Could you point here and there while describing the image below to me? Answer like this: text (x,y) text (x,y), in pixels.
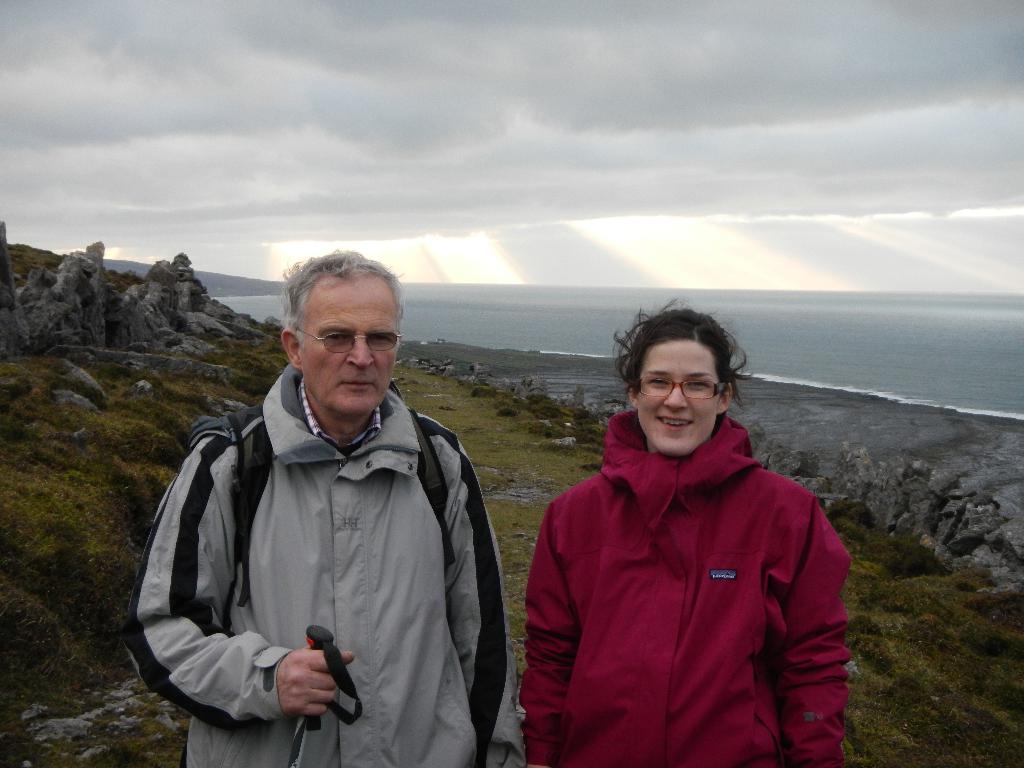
In this image there are two persons (563,523) standing with one of them smiling. In the background (186,293) there are mountains (196,309) and the sky (589,138).
